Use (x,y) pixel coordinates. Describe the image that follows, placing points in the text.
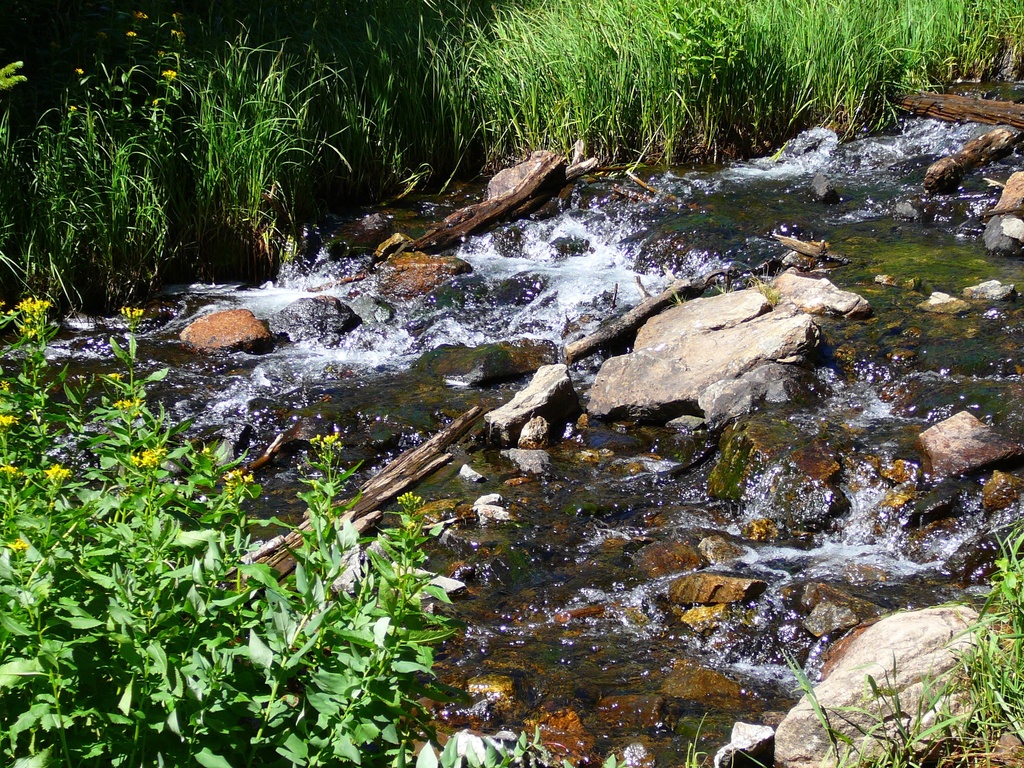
This image consists of water (716,225). At the bottom (663,563), we can see the rocks (786,729). On the left (120,607), there are plants (160,516) with yellow flowers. In the background (328,76), we can see green grass (442,105).
